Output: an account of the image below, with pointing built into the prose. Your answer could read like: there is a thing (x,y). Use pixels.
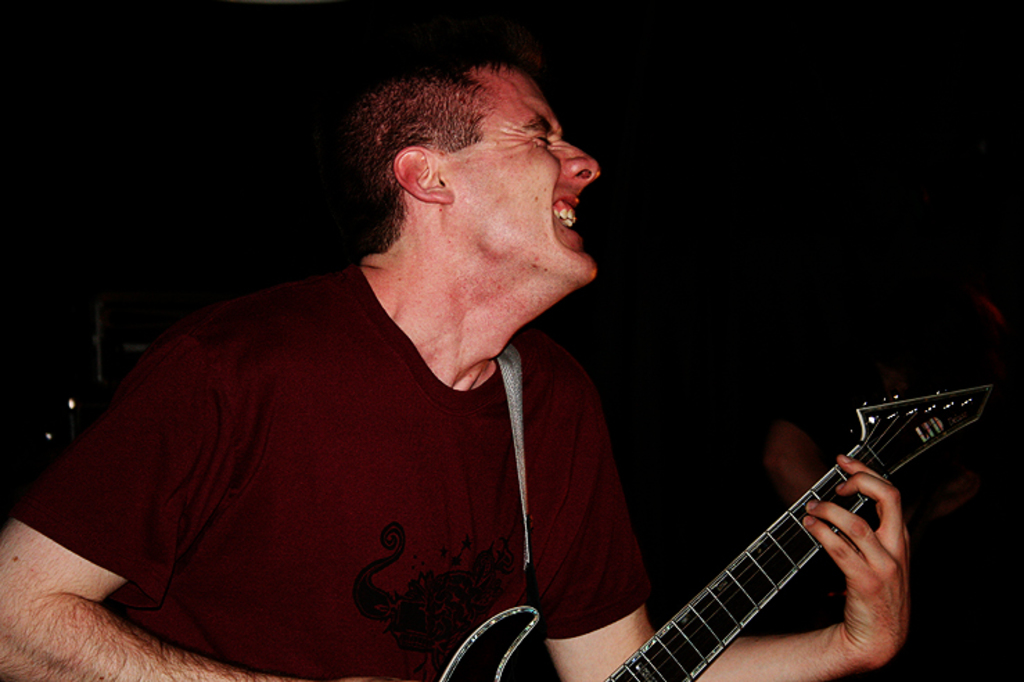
Here a man (389,651) is playing the guitar (716,598) and also he is wearing a T-Shirt (434,484).
